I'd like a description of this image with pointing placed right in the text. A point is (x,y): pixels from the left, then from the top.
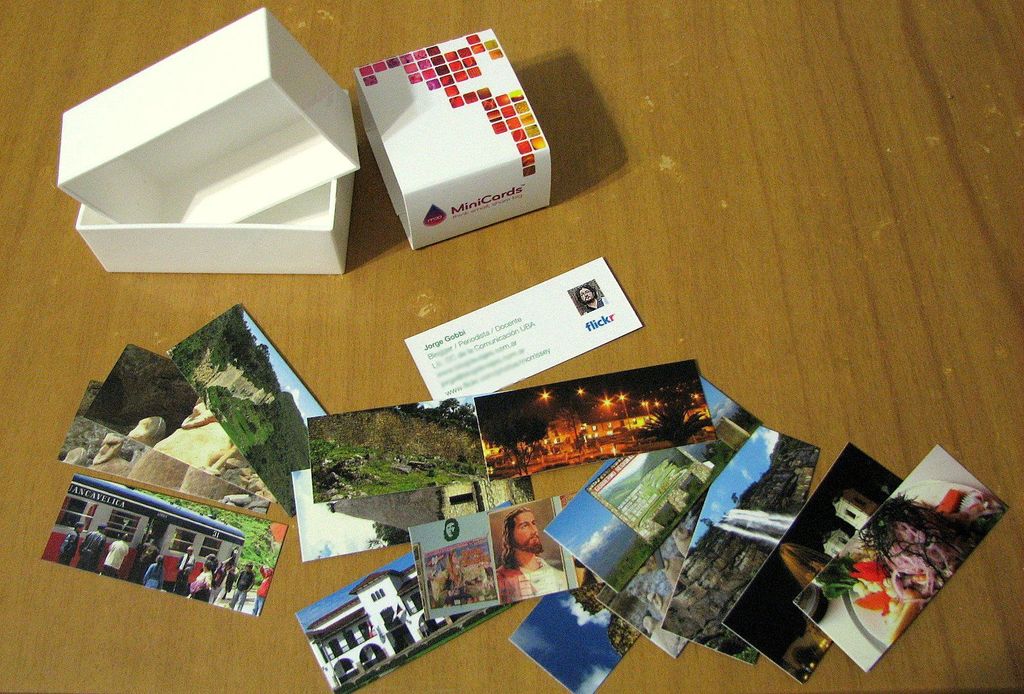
This image consists of photographs (421,459) and a box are kept on the floor (33,347).
